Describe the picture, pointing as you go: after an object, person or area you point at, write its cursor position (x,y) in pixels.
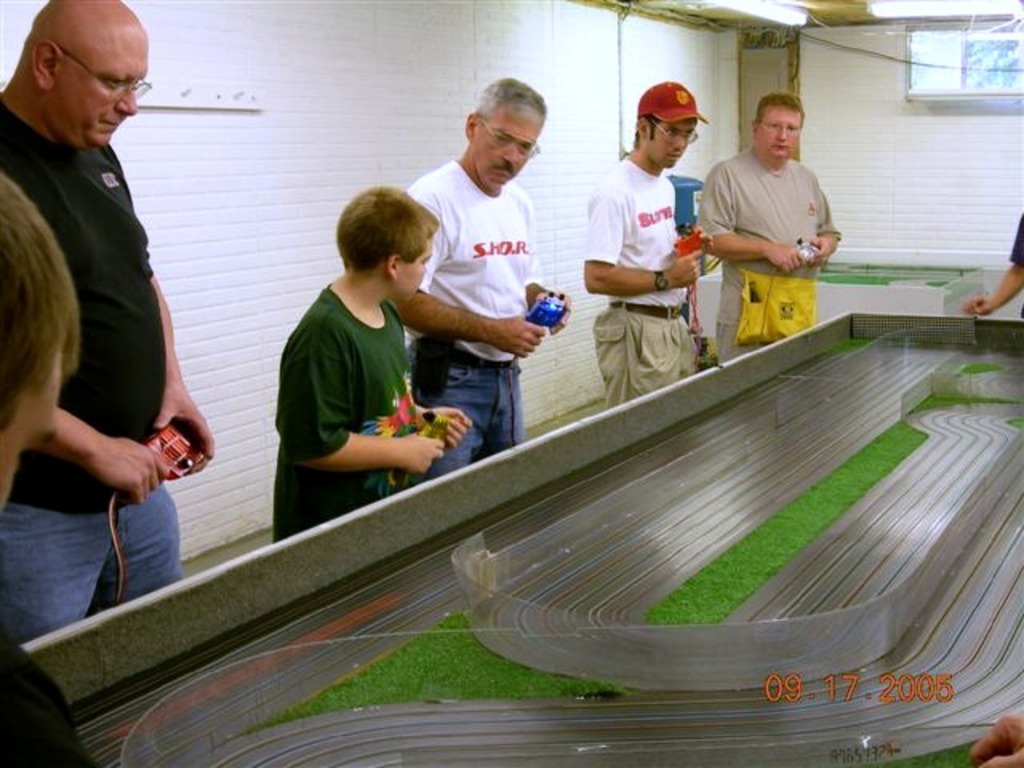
In this image there are so many people (635,301) standing in front of table (659,457) holding something in hands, behind them there is a wall (512,7).
